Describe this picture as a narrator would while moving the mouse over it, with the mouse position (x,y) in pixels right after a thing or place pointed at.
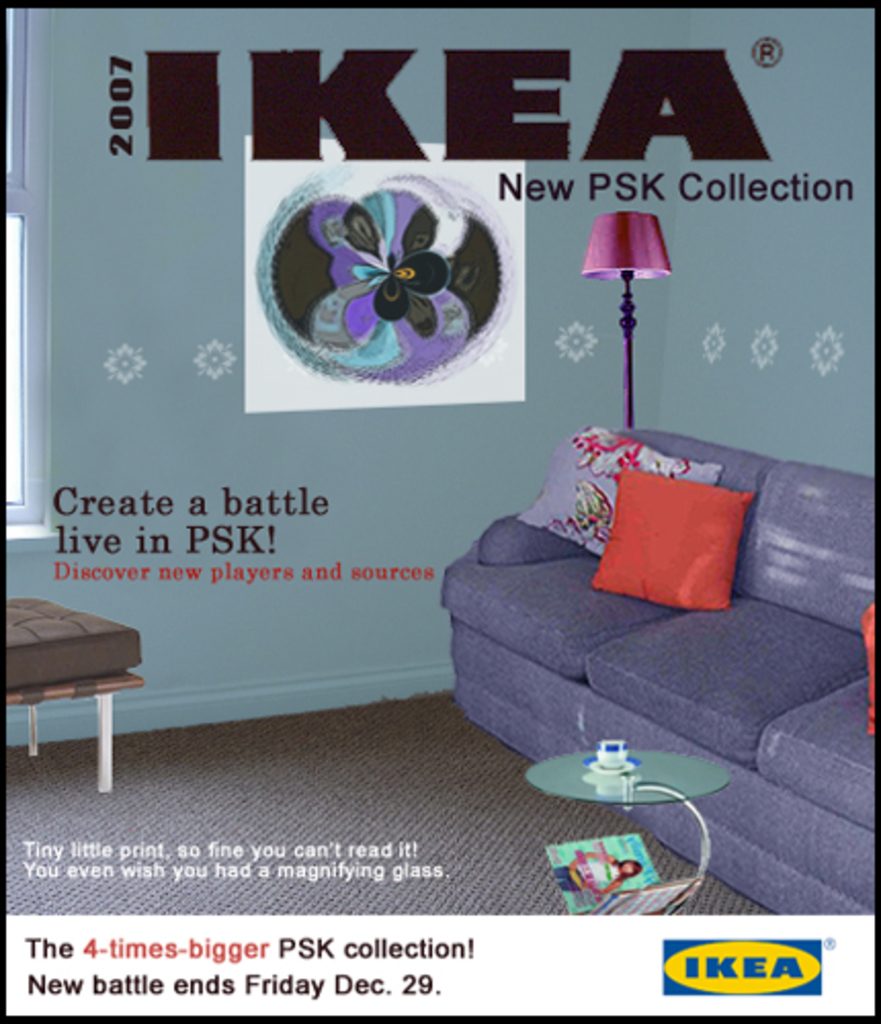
In this picture we can see an image with sofa (711,693). This is the pillow (669,486). And there is a lamp (662,246). And this is floor (289,812).
